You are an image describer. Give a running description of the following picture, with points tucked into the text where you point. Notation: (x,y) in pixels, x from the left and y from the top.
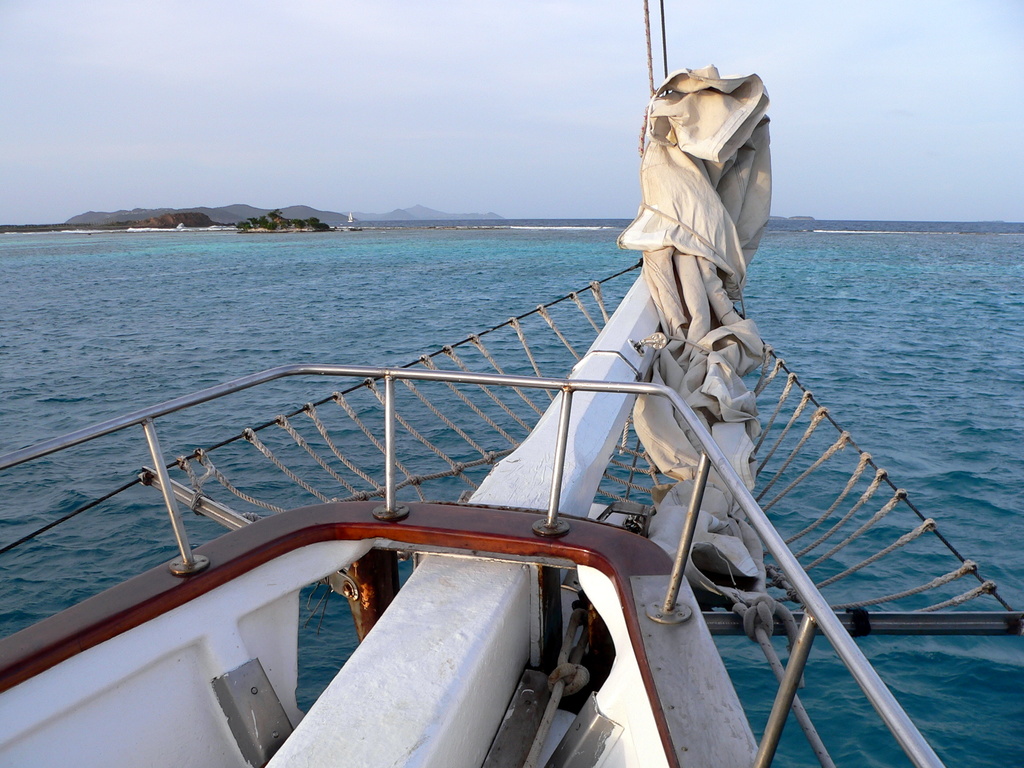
In this image, we can see a part of a ship (399,641). Here we can see rods (547,387), ropes (960,571) and sheet (688,200). In the background (751,302), we can see the water (534,344), trees (283,219), hills (301,213) and sky (432,165).
